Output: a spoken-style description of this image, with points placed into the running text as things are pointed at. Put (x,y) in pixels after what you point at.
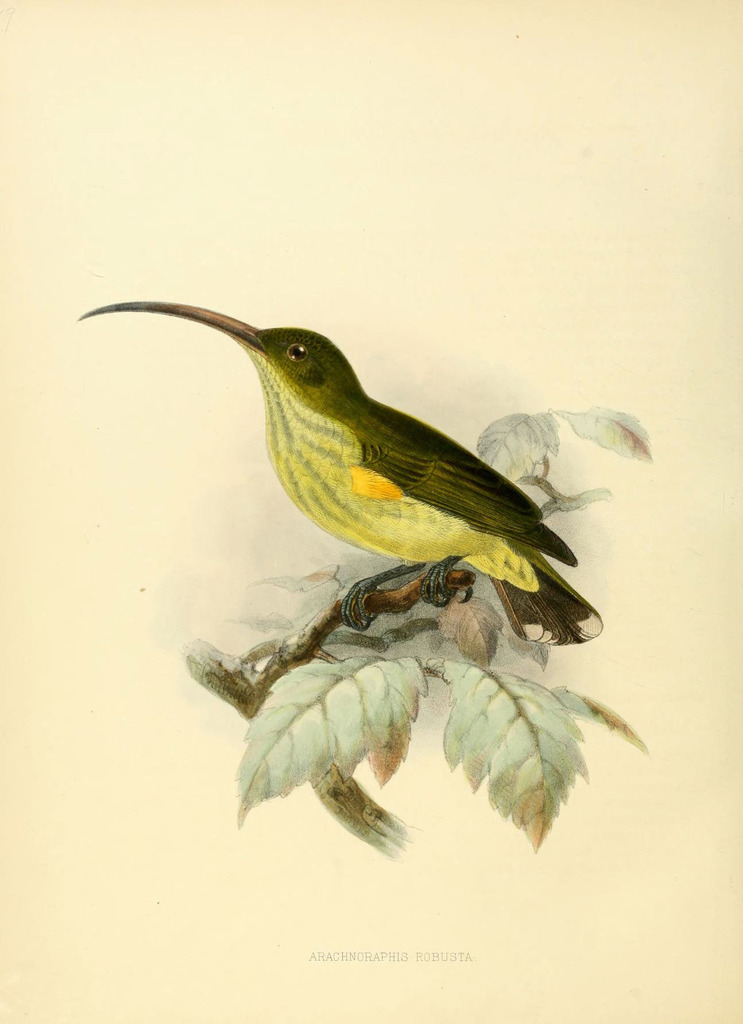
In this image, we can see depiction of a bird (395,439) and leaves (537,450) on the yellow background.
